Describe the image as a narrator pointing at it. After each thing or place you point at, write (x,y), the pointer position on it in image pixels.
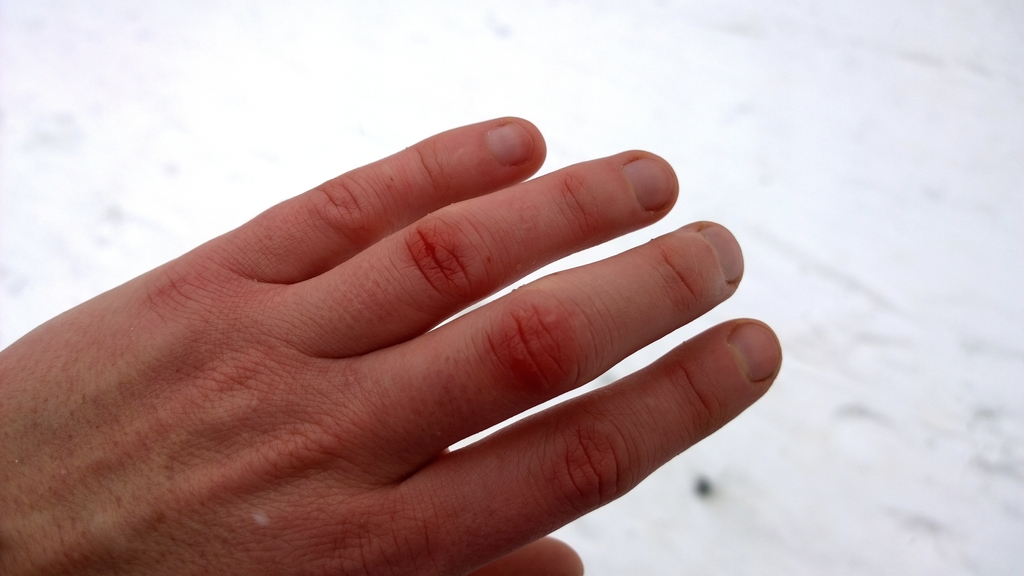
In this image we can see hand (469,484) of a person (729,366). There is a white background (72,259).
